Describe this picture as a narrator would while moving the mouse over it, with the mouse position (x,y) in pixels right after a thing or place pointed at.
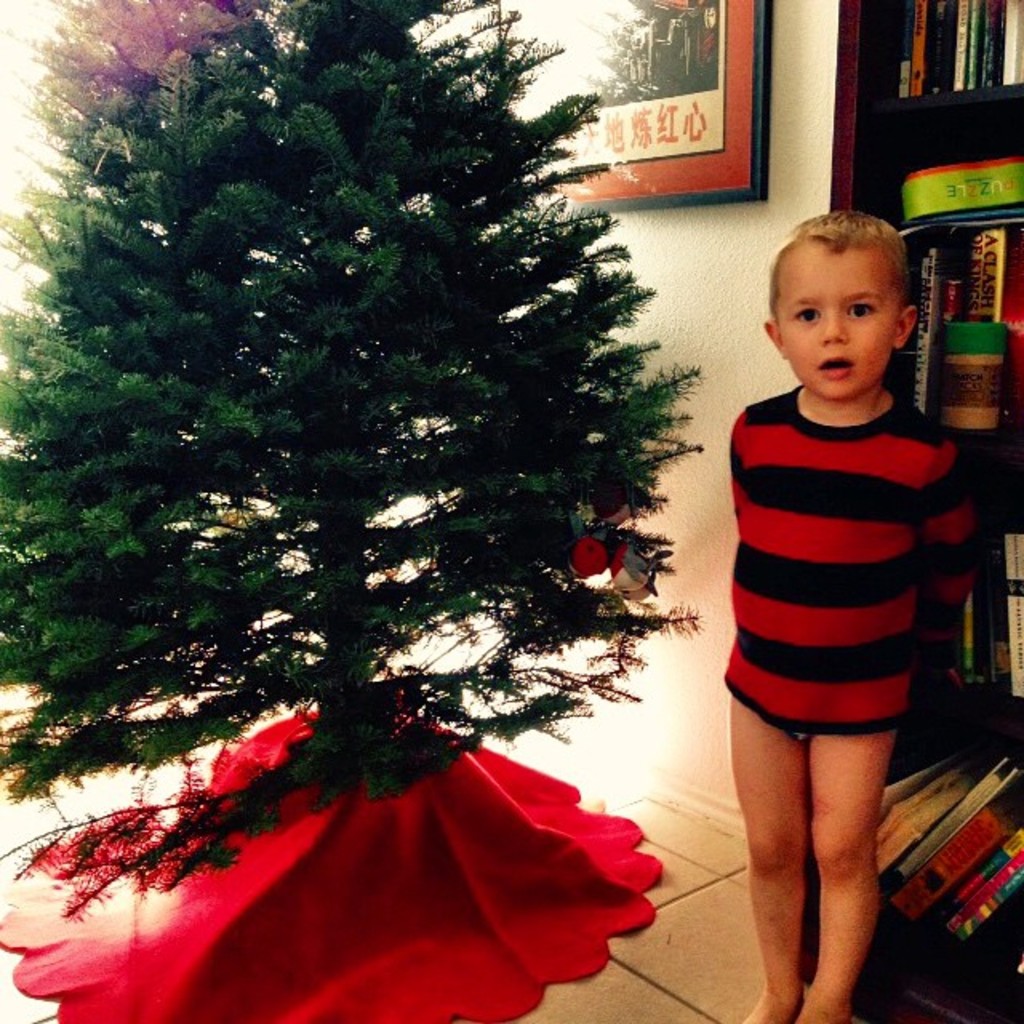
In this picture we can see a boy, beside to him we can see a Christmas tree (391,768) and in the background (633,775) we can see a wall (659,775), photo frame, books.
